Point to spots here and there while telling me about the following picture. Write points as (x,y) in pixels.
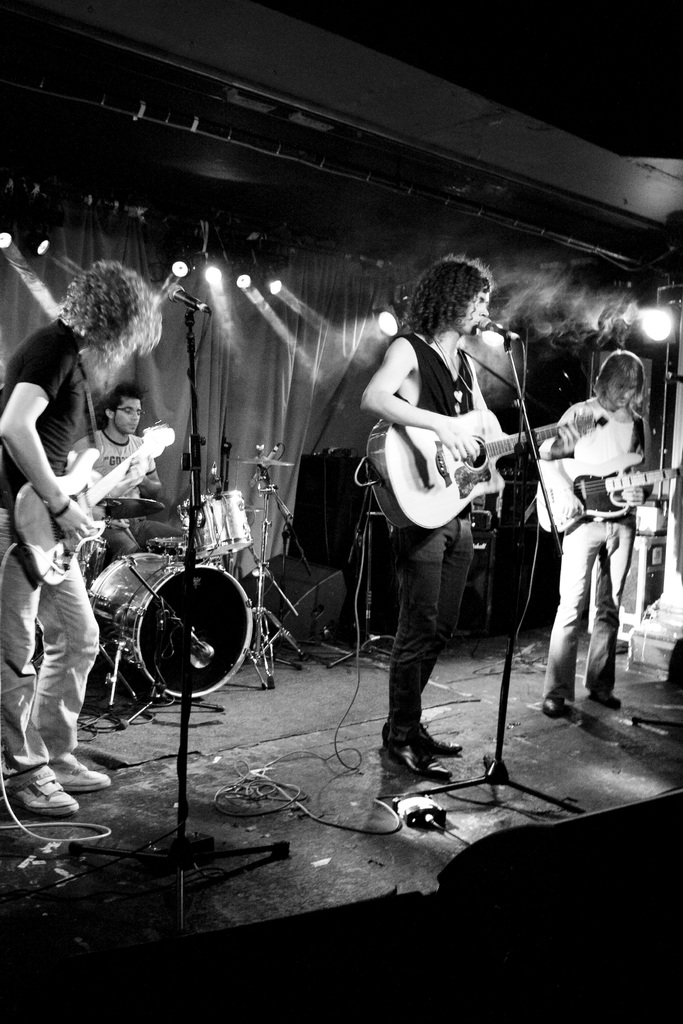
In this picture we can see three persons (423,553) standing in front of mike (503,330) and playing guitar (450,472). And In the back (128,494) one person (135,538) is sitting and playing drums (242,523). And on the background (282,367) we can see curtain (280,327) and these are the lights (384,326).
